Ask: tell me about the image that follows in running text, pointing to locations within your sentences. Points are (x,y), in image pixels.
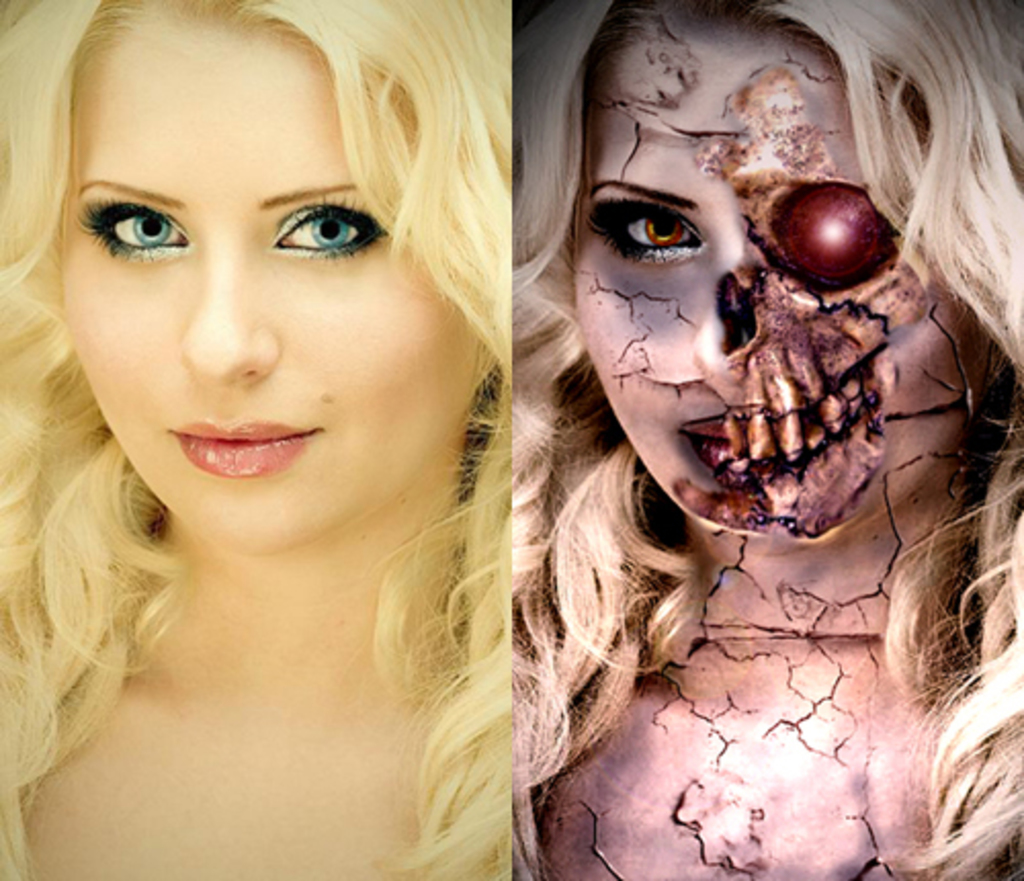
In this image there is a collage, there is a person (502,817) truncated towards the left of the image (248,474), there is an animated person (748,477) truncated towards the right of the image (840,455).
